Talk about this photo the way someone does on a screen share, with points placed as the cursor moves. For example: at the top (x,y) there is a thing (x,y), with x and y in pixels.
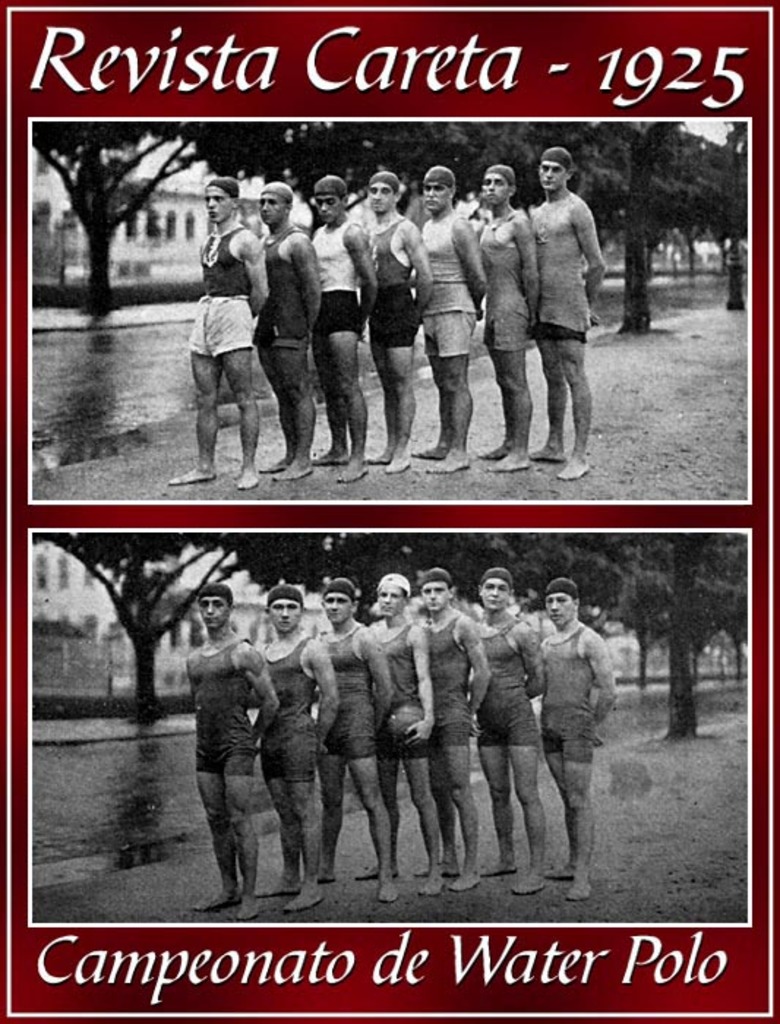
This image consists of a poster (643,500). Here I can see two images. In the top (406,259) image I can see few persons (409,384) are standing in a line, facing towards the left side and giving pose for the picture. In the background (449,141) I can see some trees (284,150) and a building (177,201). In the bottom (434,690) image I can see few men (462,700) are standing and giving pose for the picture. The man (408,685) who is standing in the middle (400,672) is holding a ball (406,712) in hands (417,726). In the background (121,579) I can see some trees (91,571) and a building (62,614). On this image I can see some text (688,968).
